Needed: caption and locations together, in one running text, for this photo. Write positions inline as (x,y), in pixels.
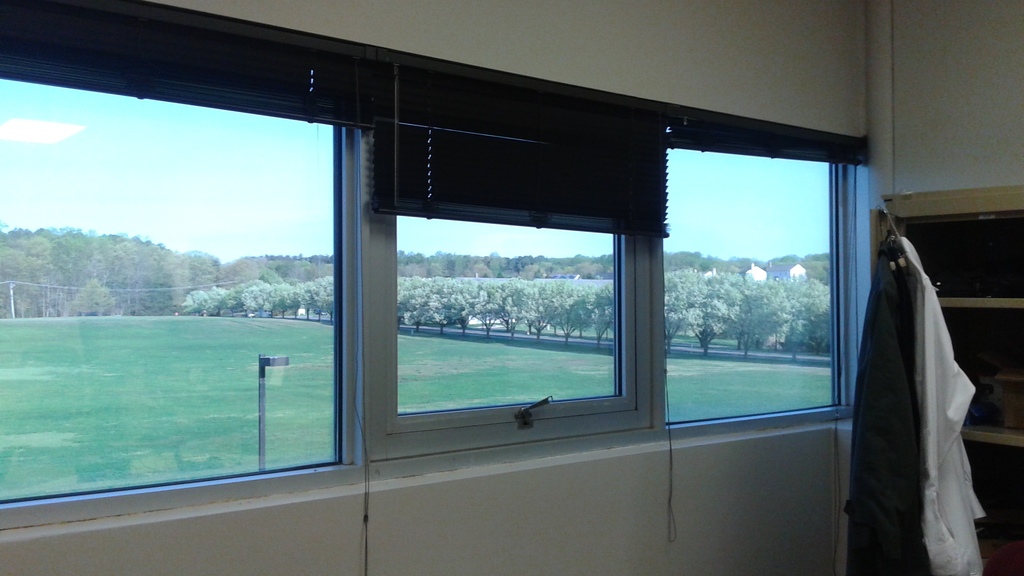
There is a room (735,543) and the clothes (909,303) are hanged beside a storage rack (939,281) and there are three windows (604,264), behind the windows (218,351) there is a beautiful garden (225,268) with plenty of trees (407,294).
